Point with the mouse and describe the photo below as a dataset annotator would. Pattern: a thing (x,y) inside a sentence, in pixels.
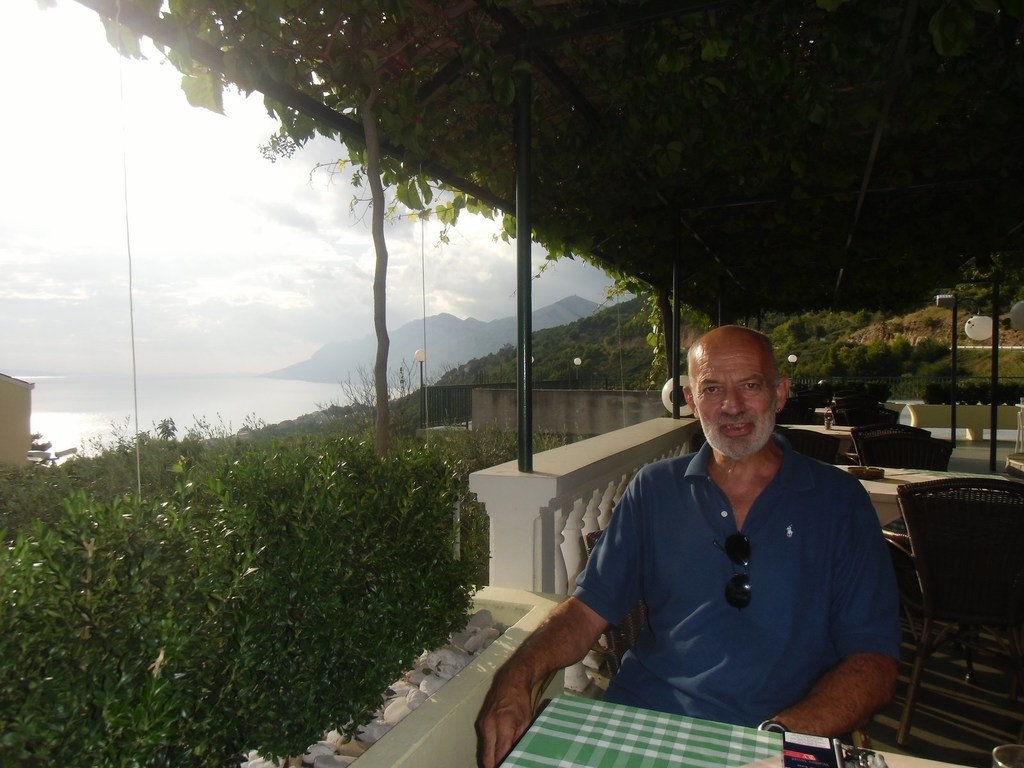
In this image, there is person (660,543) wearing clothes (644,568) and sitting in front of the table (615,729). There is a table (821,430) and chairs (944,482) behind this person (822,523). There are some plants (225,579) in the bottom left of the image (104,544). There is a sky (96,336) in the top left of the image (198,230).
